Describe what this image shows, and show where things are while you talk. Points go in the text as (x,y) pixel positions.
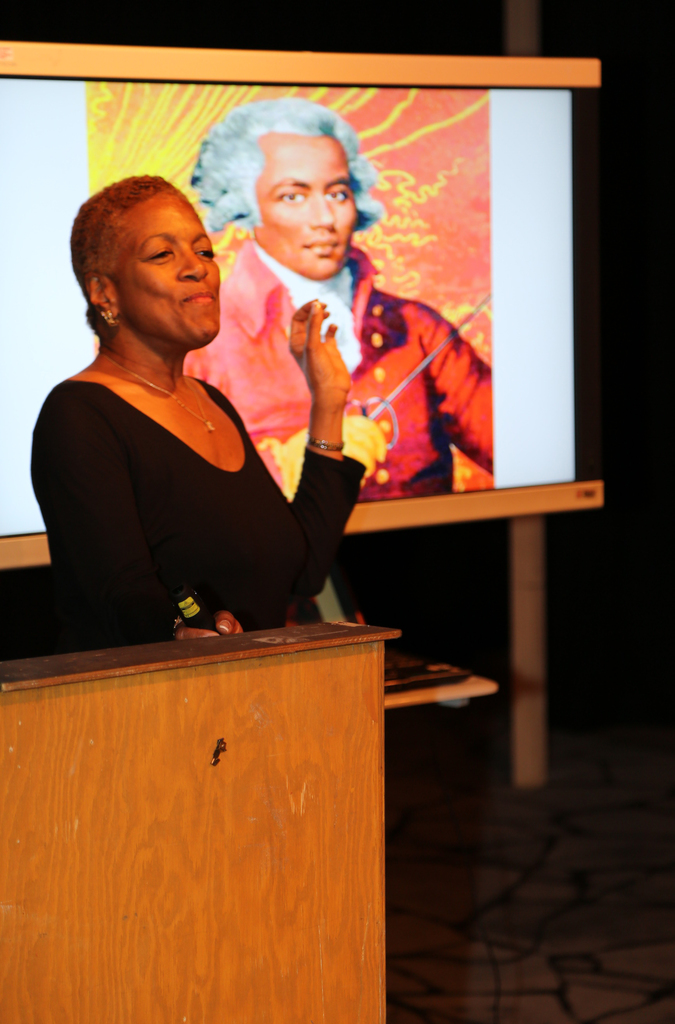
This is the woman (217,440) standing and smiling. This looks like a wooden podium (274,764). I think this is the screen (198,132) with the display (208,93) of the picture (416,378) on it.
